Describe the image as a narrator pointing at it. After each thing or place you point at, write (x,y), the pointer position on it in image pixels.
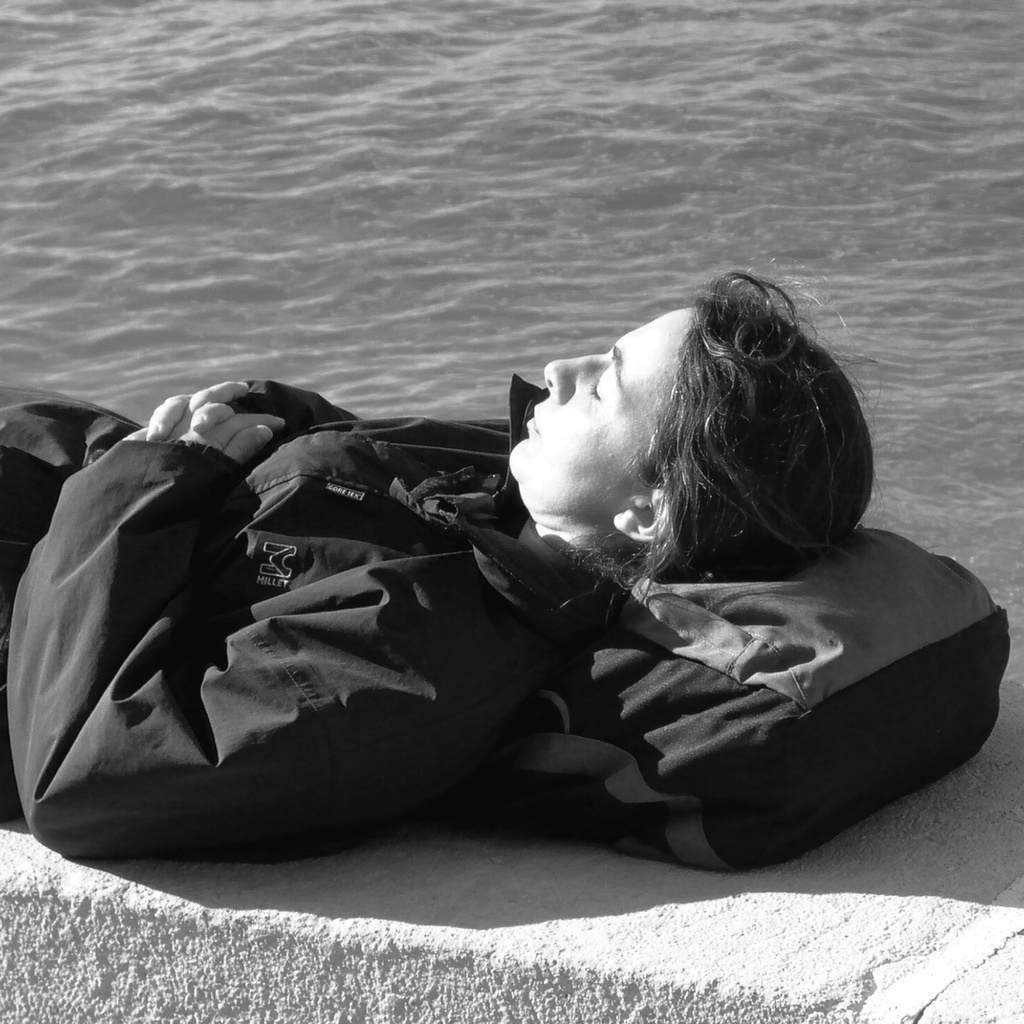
This is black and white image, in this image a person (522,618) is sleeping on a small wall (872,830) keeping bag (713,616) under his head (722,516), in the background (820,41) there is a river (882,295).
